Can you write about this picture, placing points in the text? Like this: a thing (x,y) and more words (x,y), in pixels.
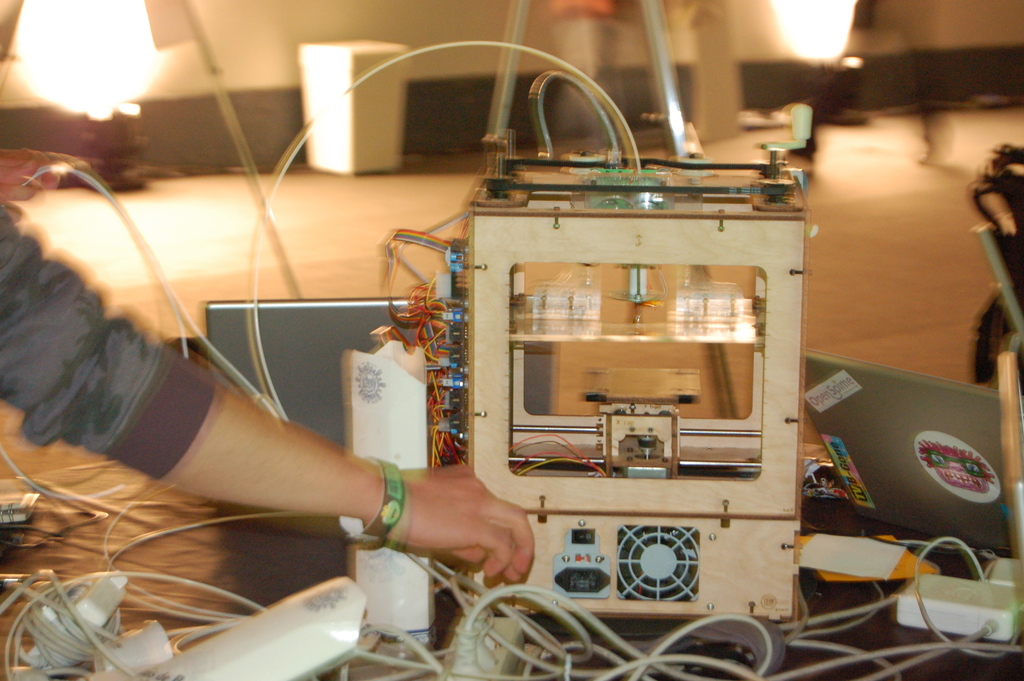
In this picture we can see a person hand (317,484), cables (512,652), connector box (515,666), electronic devices (700,547), stickers (960,471) and in the background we can see the lights (841,24), some objects (1023,204).
